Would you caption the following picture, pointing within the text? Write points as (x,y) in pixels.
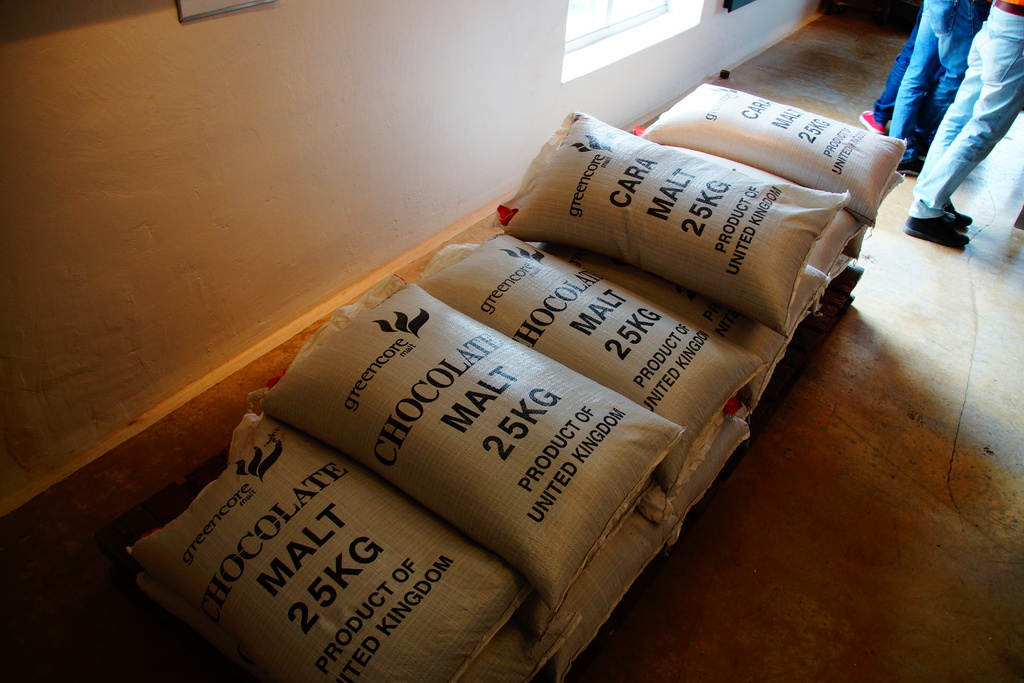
In this picture I can see few bags (462,364) on the floor (300,335) and I can see a window (605,32) at the top of the picture (605,32) and few people (1002,116) standing on the top right corner (933,70) and I can see a wall (254,214) on the left side (100,35).
